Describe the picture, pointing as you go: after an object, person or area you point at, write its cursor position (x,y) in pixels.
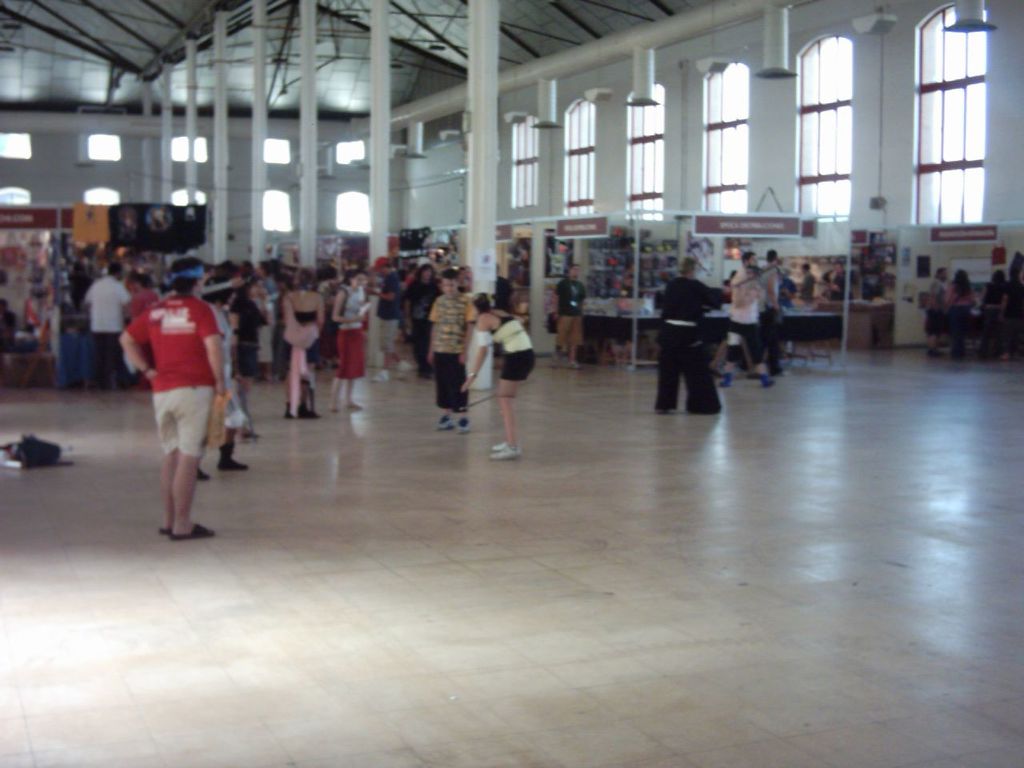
This picture is clicked inside. In the center (355,313) we can see the group of people (416,304) seems to be standing on the ground (791,399) and we can see the cabinets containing some items (609,251) and the banners (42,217) on which we can see the pictures (564,257) and we can see the pillars (378,102). At the top (368,58) there is a roof (282,13), metal rods (245,8) and we can see the windows (639,115).
